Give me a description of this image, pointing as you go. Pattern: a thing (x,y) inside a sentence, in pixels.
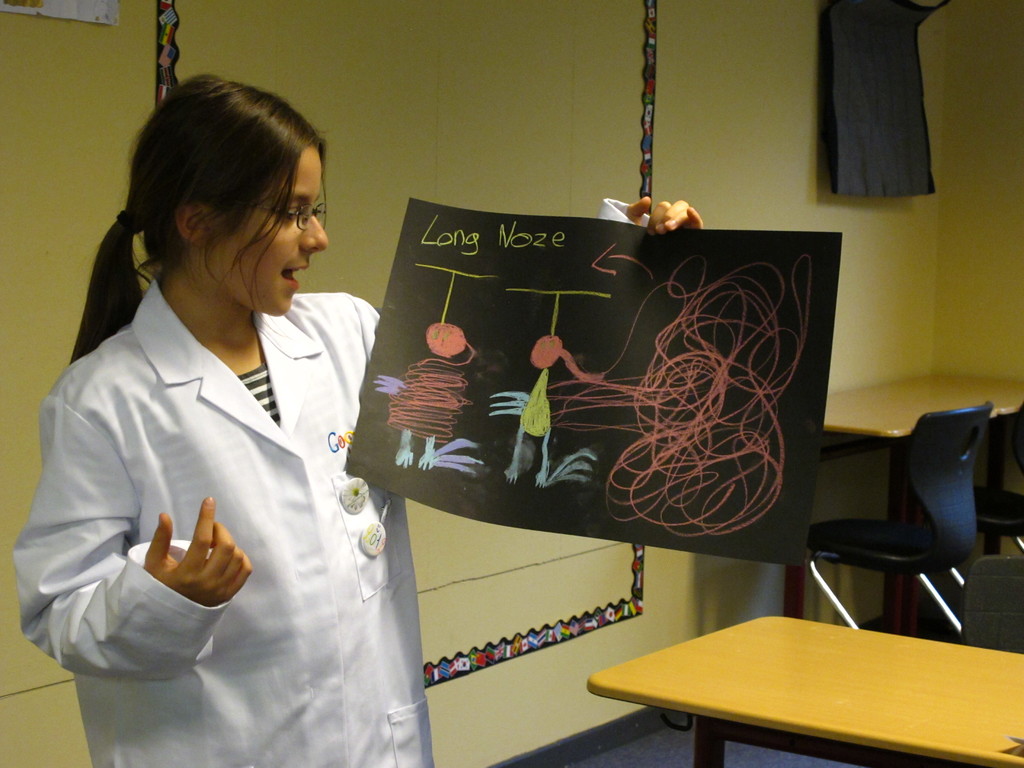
In the picture I can see a kid (170,393) wearing white apron (171,478) is holding a sheet (492,413) which has something drawn on it and there is a table (889,691) in the right corner (877,684) and there are few chairs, a table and some other objects (890,155) in the background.
